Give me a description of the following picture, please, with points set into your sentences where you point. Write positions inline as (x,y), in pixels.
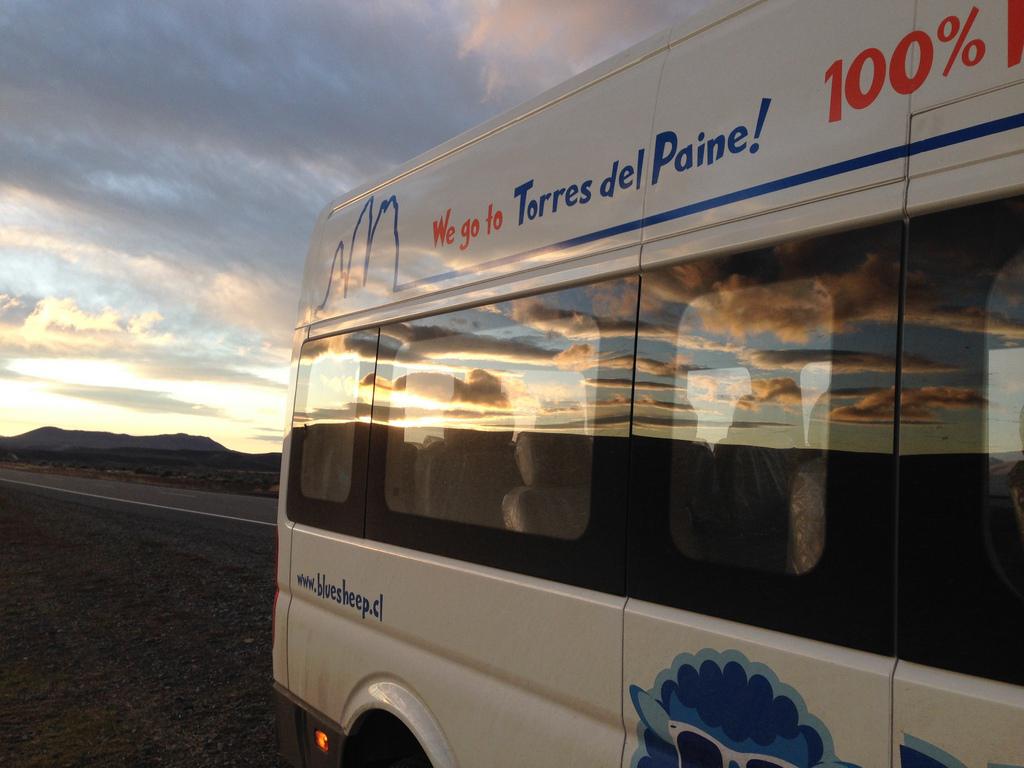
In this image I can see a white colour vehicle (535,423) and on it I can see something is written. In the background (276,253) I can see clouds (89,194) and the sky (168,166).
